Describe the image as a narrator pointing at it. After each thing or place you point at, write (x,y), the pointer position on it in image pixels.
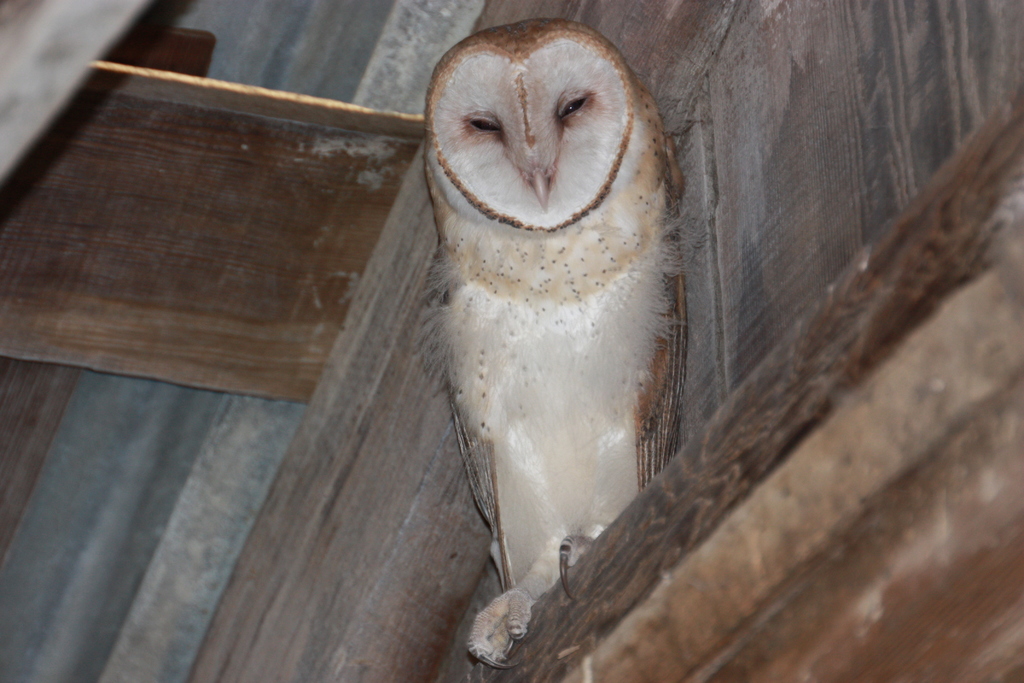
In this image we can see an owl (605,99) and there are wooden planks (203,61).
